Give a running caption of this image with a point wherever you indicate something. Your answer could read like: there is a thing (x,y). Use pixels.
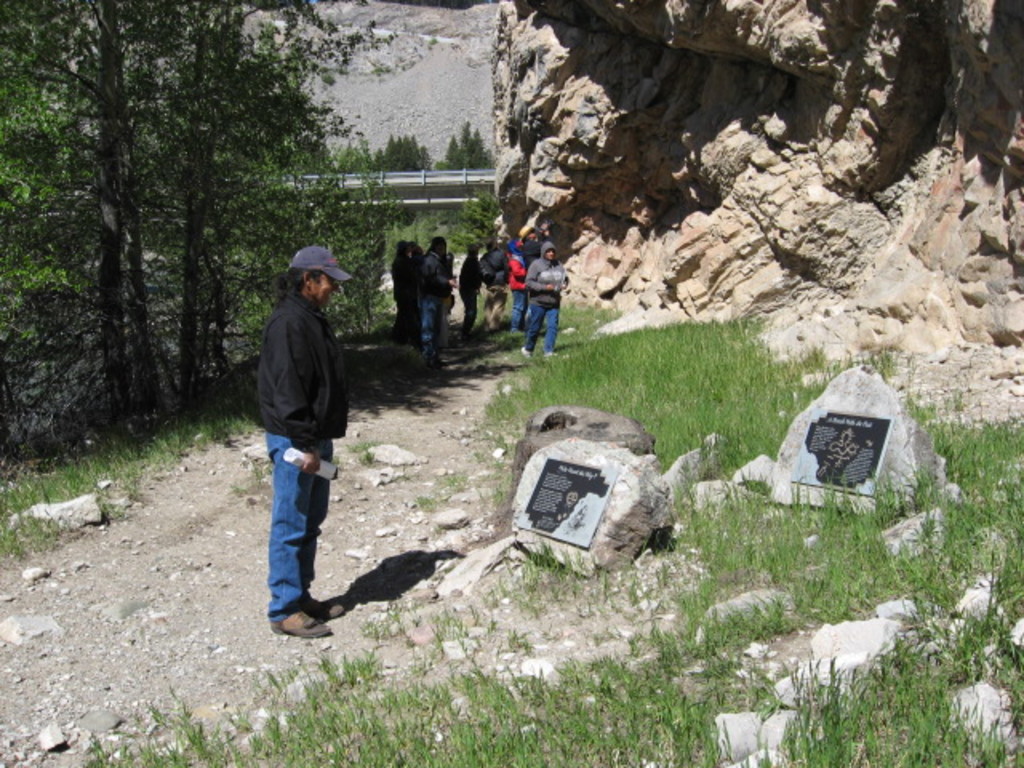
In this picture we can see the hills (871,127), people (307,455). In the background (458,180) it seems like the railing (407,181). In this picture we can see the trees (277,112). We can see a person (312,489) wearing a cap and holding some white object (301,467), standing. On the right side of the picture (964,449) we can see the green grass (837,566), on the rocks (909,432) we can see the boards (861,461) with some information (838,465).
